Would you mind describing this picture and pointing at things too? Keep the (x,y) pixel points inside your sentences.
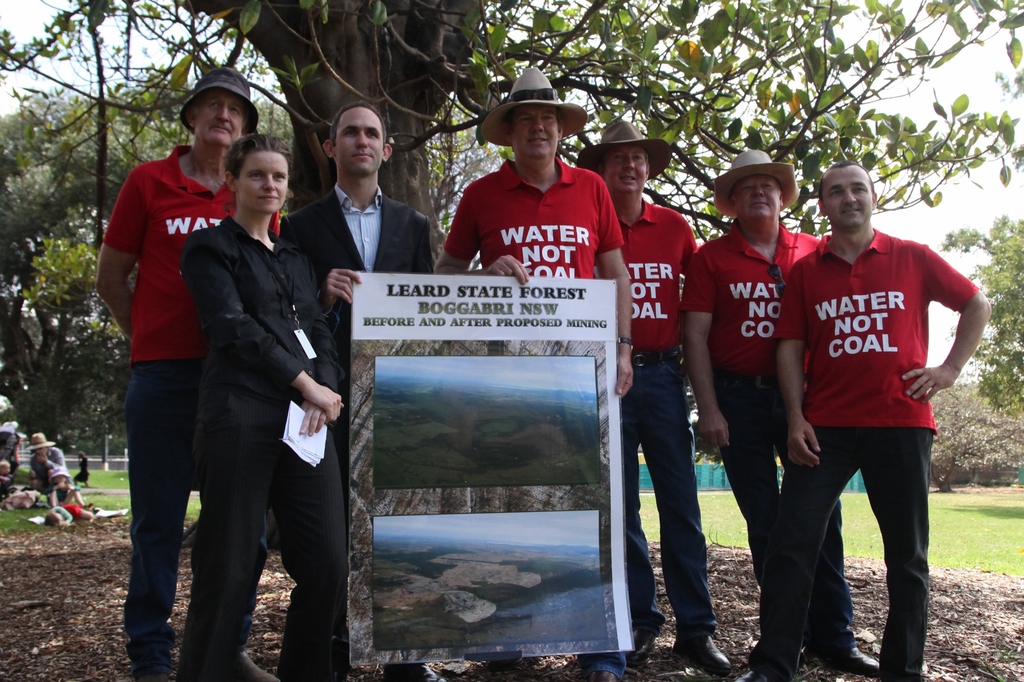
People (690,242) are standing holding a banner (502,523). Few people (516,246) are wearing red t shirt (630,231) and hat (549,93). There are trees (978,152) behind them.
